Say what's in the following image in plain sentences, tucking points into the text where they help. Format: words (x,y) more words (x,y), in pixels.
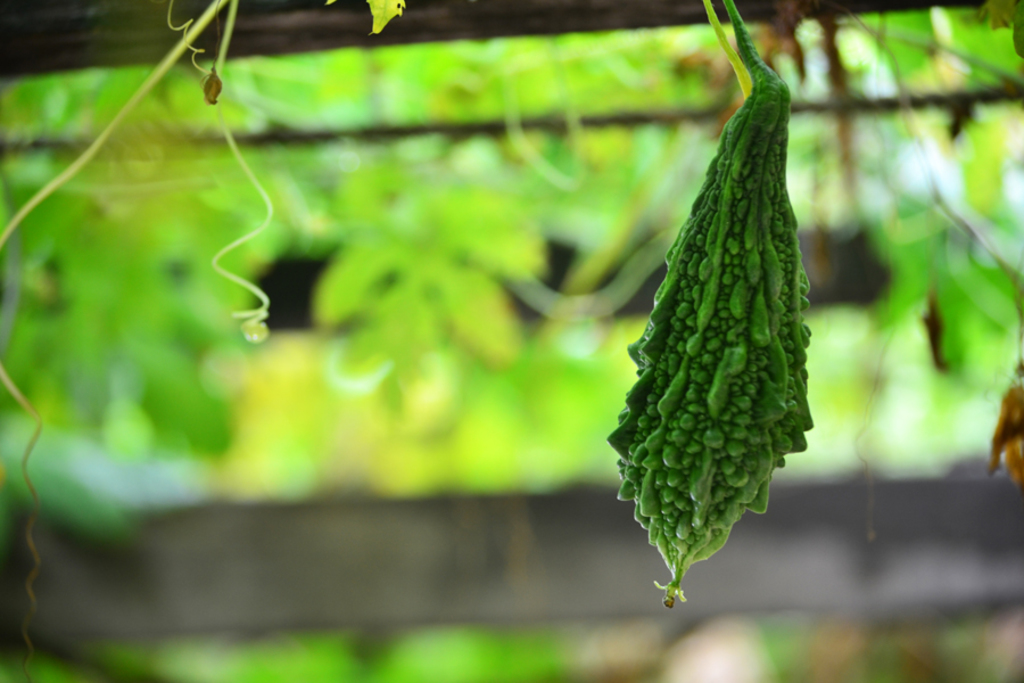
In this image we can see a bitter gourd (675,368) and the background (111,3) is blurred with some leaves (479,181) and also the wooden fence (447,502).
